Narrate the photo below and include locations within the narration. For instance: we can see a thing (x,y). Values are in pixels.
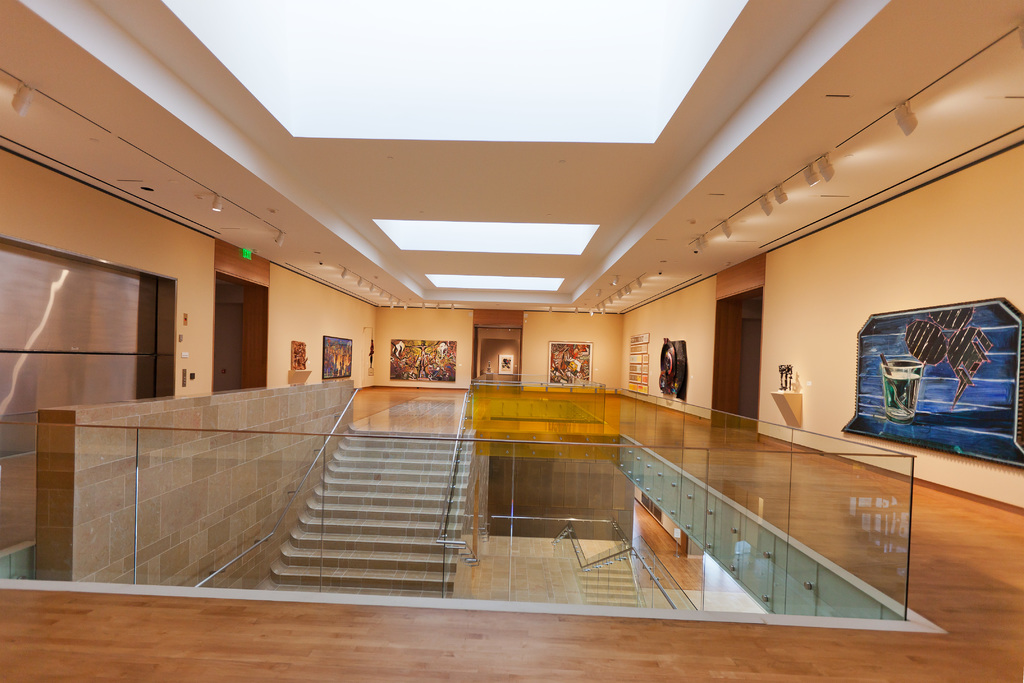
Here in this picture we can see glass railing (174,477) covered over the place and in the middle (455,454) we can see a stair case (425,497) present and on the wall (837,406) we can see some paintings (578,361) and portraits (888,365) present and on the roof (419,299) we can see lights (469,287) present and on the either side we can see doors (140,311) present.
